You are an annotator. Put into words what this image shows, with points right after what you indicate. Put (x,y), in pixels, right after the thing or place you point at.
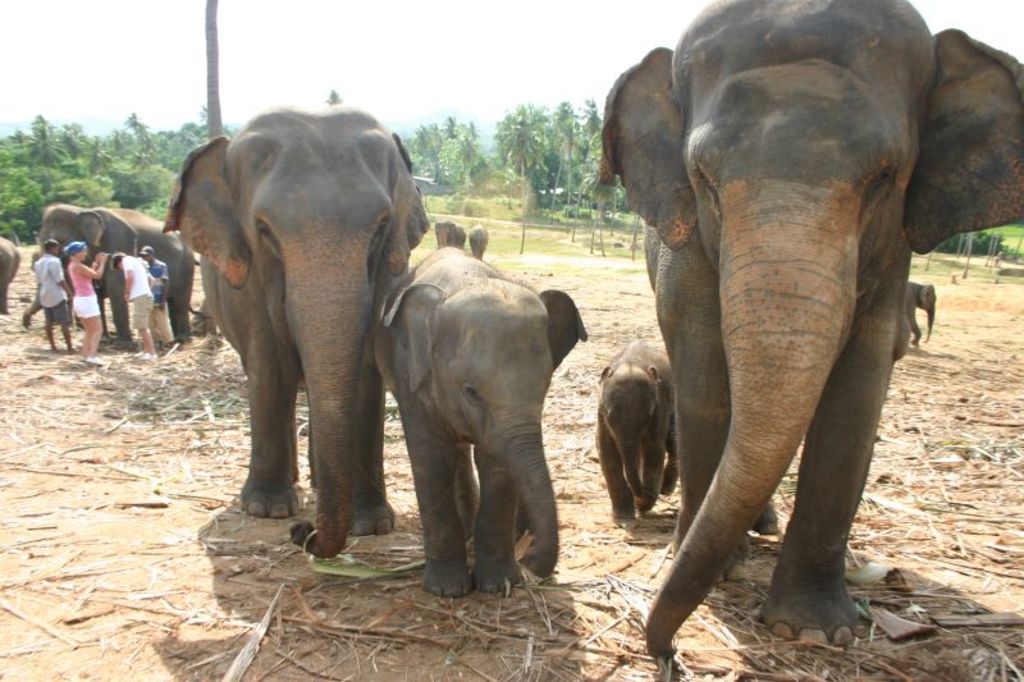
We can see elephants (301,351) and dried grass (234,512) and there are people (39,258) standing. In the background (82,184) we can see trees (453,164), grass (573,246) and sky (447,43).
